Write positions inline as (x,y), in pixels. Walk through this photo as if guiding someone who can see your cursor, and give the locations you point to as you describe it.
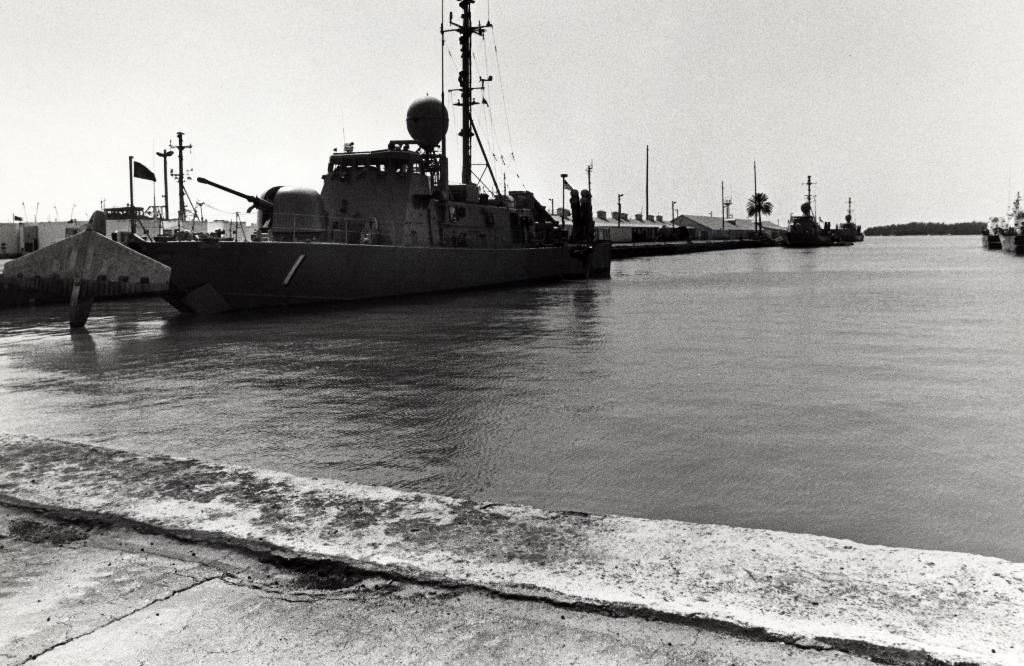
In this picture there is water (558,336) in the center of the image (408,393) and there is a ship (426,144) on the left side of the image (303,255), on the water (279,412), there are warehouses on the left side of the image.
